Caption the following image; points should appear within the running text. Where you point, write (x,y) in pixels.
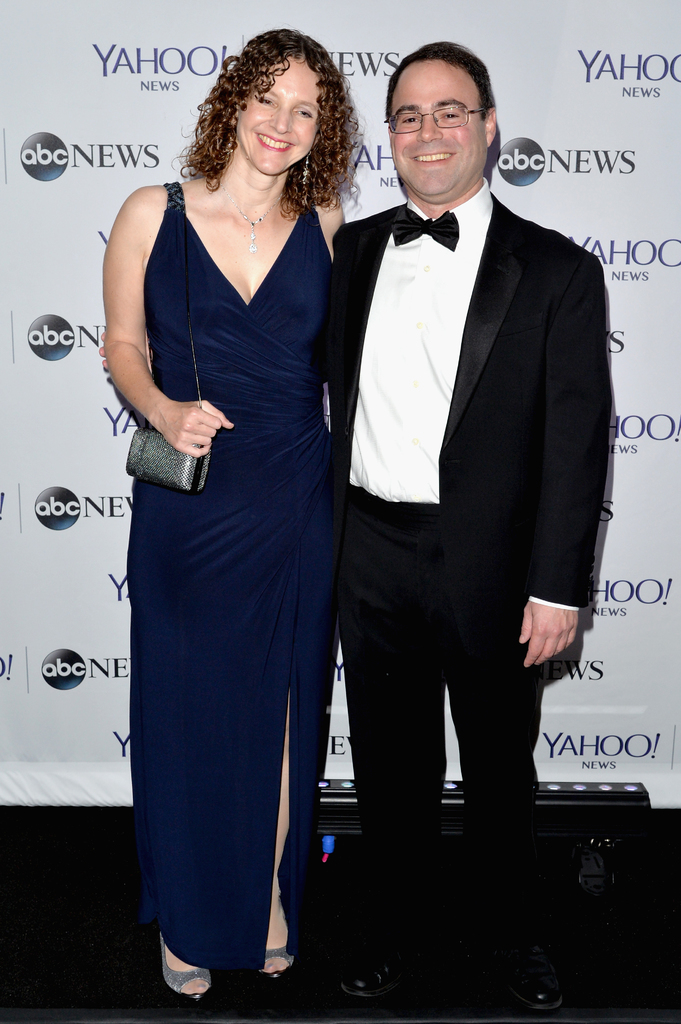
This image is taken indoors. In the background (75,586) there is a banner (459,40) with a text (617,748) on it. At the bottom of the image (248,988) there is a dais (146,1007). In the middle of the image a man (441,410) and a woman (327,551) are standing on the dais (599,963) and they are with smiling faces (266,107).
